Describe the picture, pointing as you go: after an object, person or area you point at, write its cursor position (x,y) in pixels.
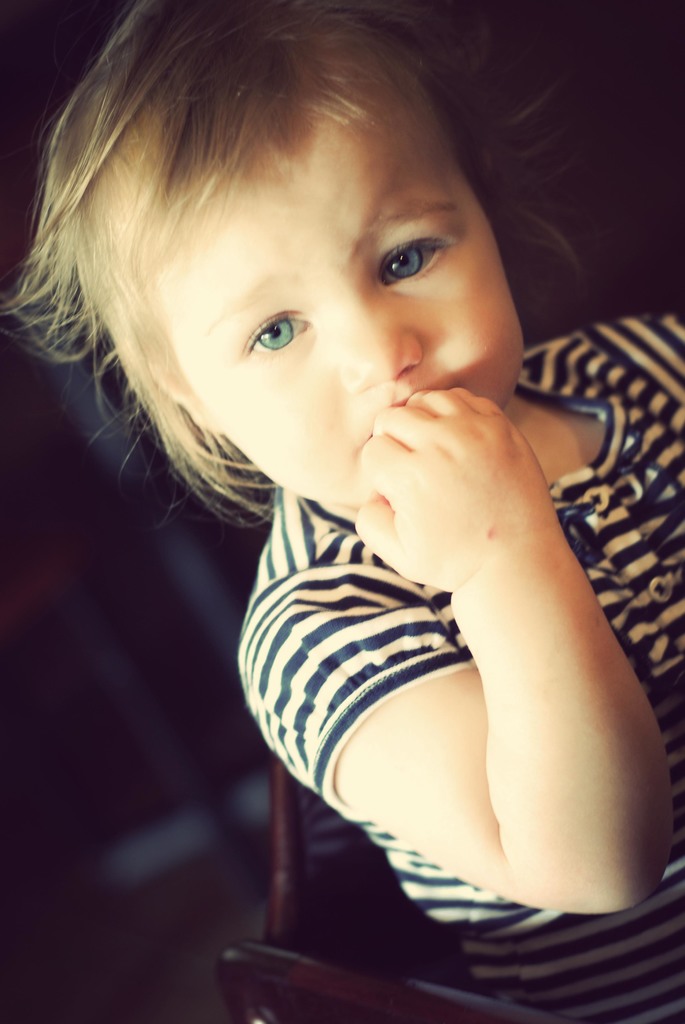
In the image there is a blond haired baby (316,317) with blue eyes (302,322) wearing white and blue striped t-shirt (385,617) sitting on chair (286,899).
